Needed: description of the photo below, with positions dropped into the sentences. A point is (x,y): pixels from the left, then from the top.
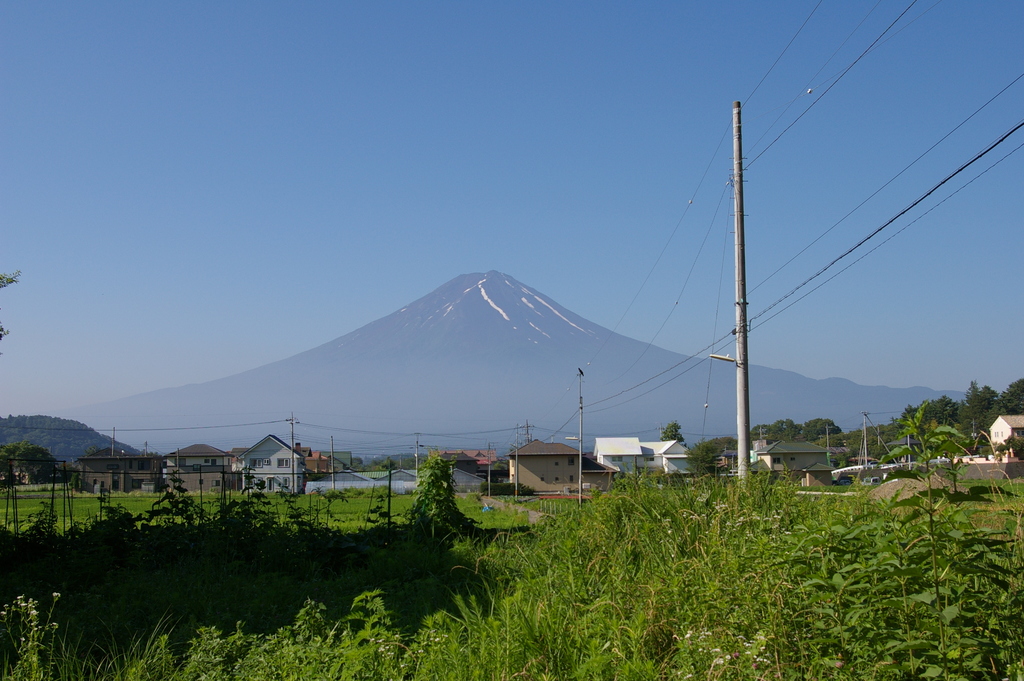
In this picture we can see some plants (482,570), poles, wires (756,313) and in the background of the picture (386,464) there are some houses (131,456), trees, mountains (373,347) and top of the picture (430,133) there is clear sky (399,134).
